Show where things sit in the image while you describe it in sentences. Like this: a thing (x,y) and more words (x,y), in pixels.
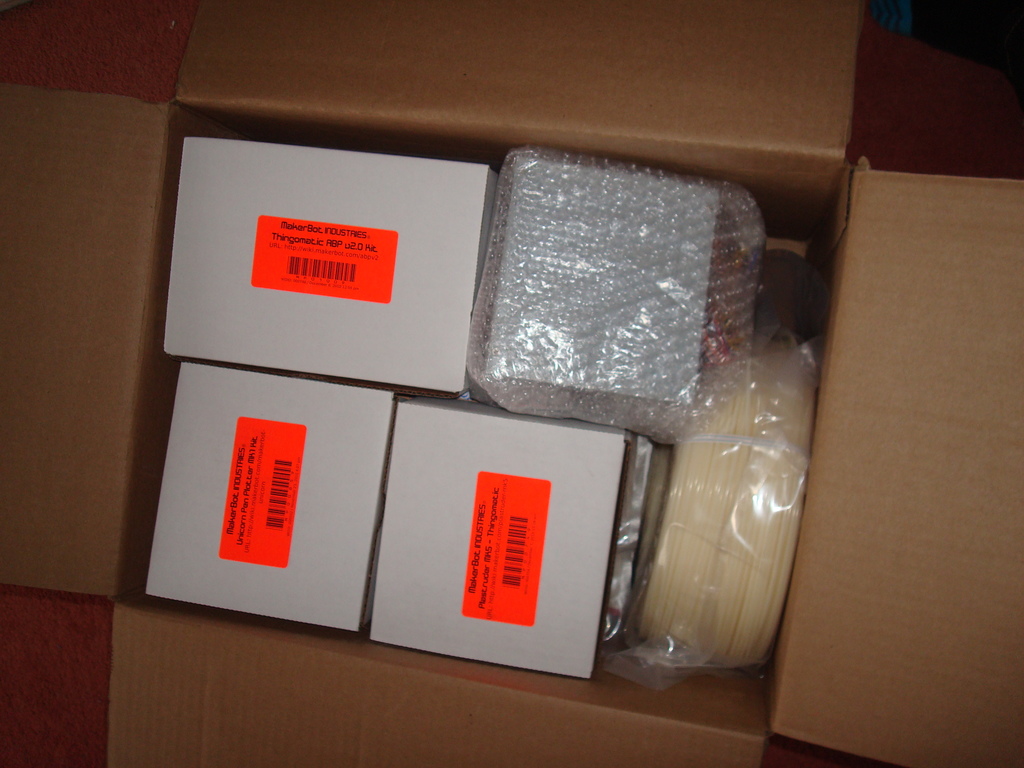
In this image I can see a cardboard box (524,35) and in the box (482,86) I can see few other boxes (403,354) which are grey in color with orange colored stickers (360,287) attached to them and few cream colored objects (780,460) in the cover (774,491).
